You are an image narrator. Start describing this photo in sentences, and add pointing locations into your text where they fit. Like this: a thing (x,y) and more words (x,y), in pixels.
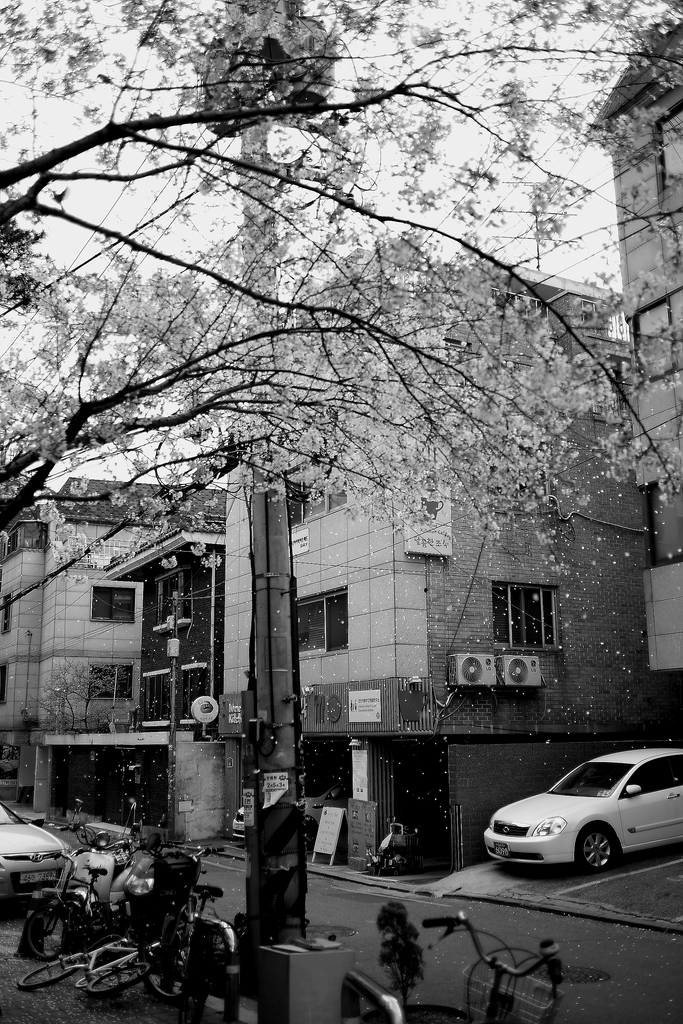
In this image I can see few vehicles (534,811) and bicycles (470,956) on the road (509,936). Back Side I can see building (485,573) and windows (535,638). I can see trees (234,288) and pole (256,472). The image is in black and white.
